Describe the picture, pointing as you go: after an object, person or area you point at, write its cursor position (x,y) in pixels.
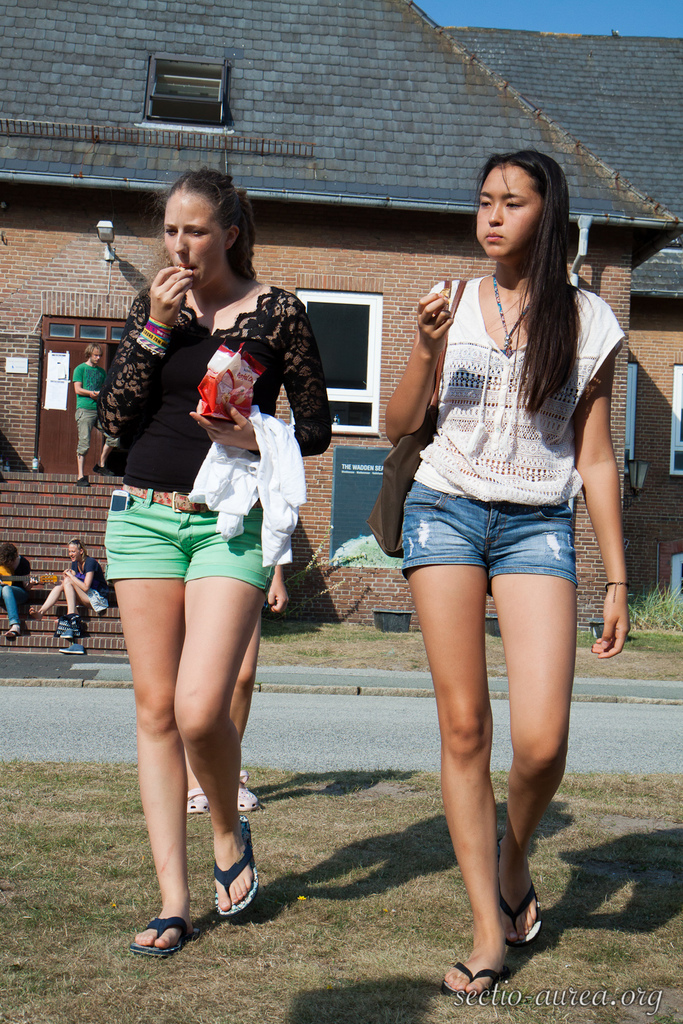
In this image we can see women (465,671) walking on the grass (398,891) and one of them is holding packaged food (232,371) in the hands (233,434). In the background (55,414) there are people (86,435) standing on the stairs (76,489), people (76,539) sitting on the stairs (49,617), street lights (112,249), doors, windows (325,303), buildings (364,126) and sky (462,22).
